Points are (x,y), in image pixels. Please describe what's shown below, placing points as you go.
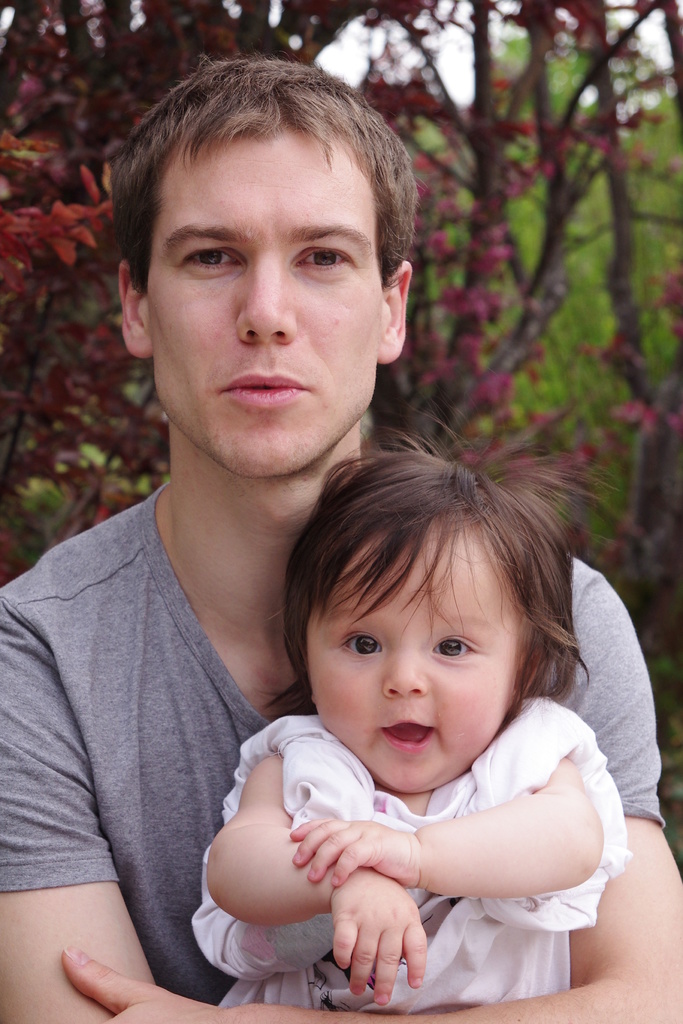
In this image we can see two persons (267,442). Behind the persons (366,297) we can see few trees (550,11). At the top (395,28) we can see the sky (433,36).
